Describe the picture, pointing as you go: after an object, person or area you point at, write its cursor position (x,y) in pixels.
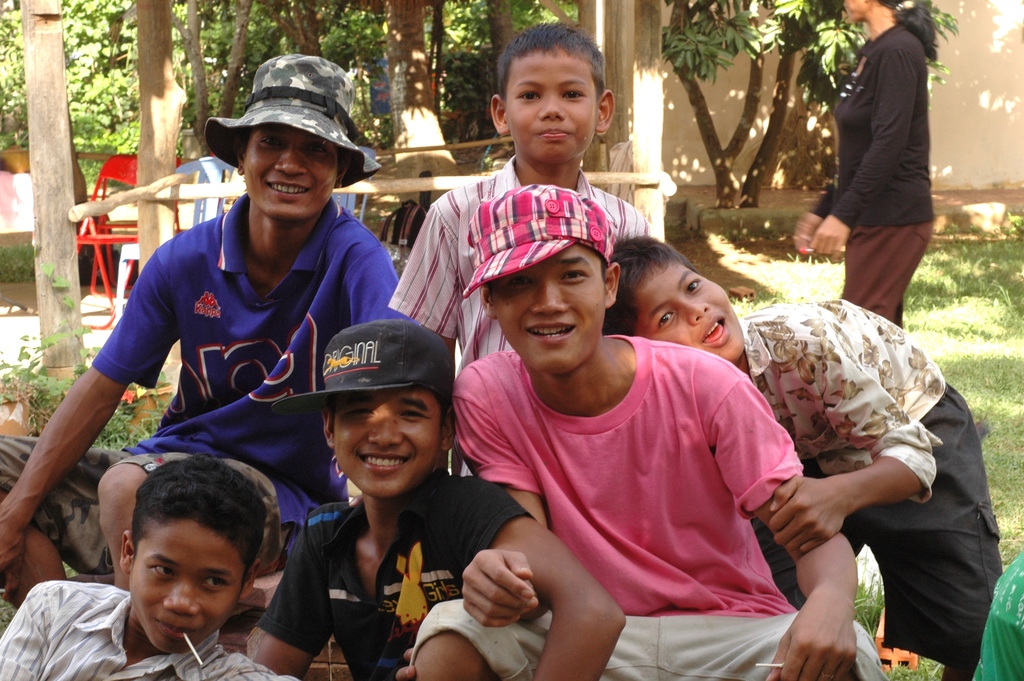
In this picture we can see a group of people (529,502), some people (678,455) are wearing caps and in the background (588,9) we can see chairs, trees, grass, wall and some objects (605,15).
